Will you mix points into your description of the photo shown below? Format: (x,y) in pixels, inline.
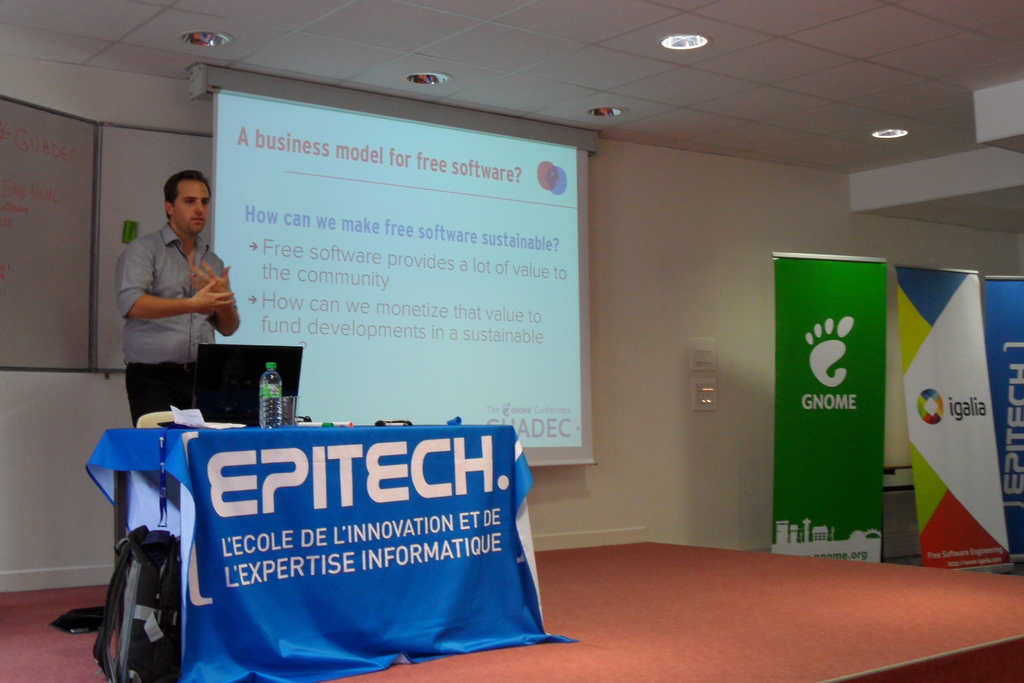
In this picture there is a man (204,309) wearing a grey color shirt (204,319), standing and explaining something. In the front (236,575) there is a blue color cloth (248,524) on the table (220,455) and a laptop (251,373). Behind there is a projector screen (509,329) and white wall (629,349). On the right corner (814,307) there are some green and white color rolling banners (852,518).
